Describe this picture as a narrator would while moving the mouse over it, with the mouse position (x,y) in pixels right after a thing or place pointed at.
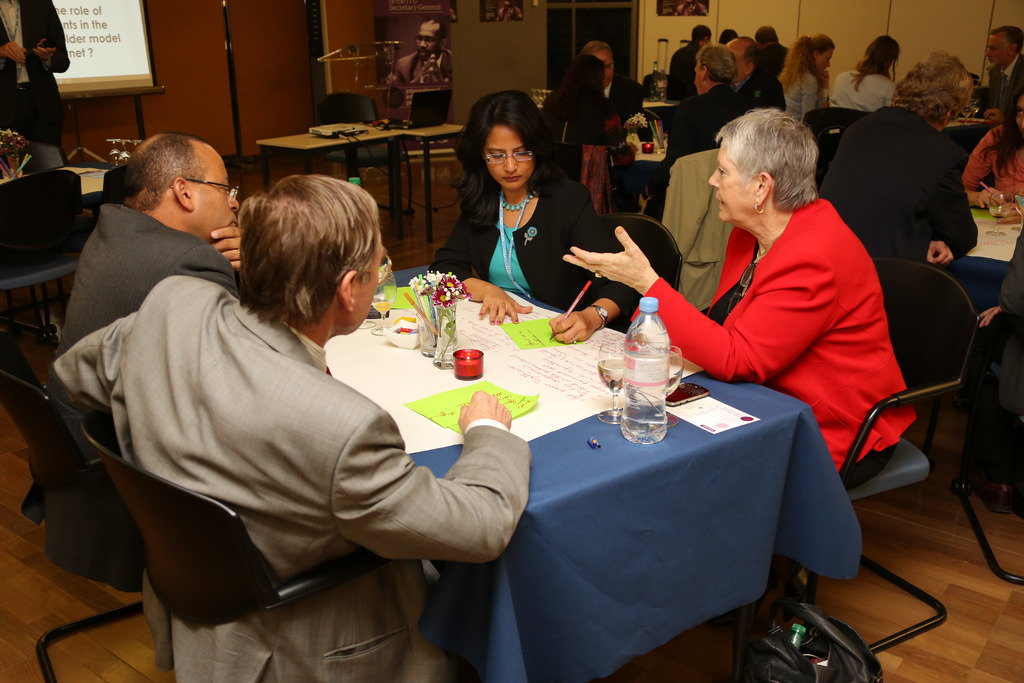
In this image people (671,301) are arranged in groups (886,217). Each group (454,227) consists of four members (178,258). Each group (695,350) is arranged at a table (383,362) separately.
